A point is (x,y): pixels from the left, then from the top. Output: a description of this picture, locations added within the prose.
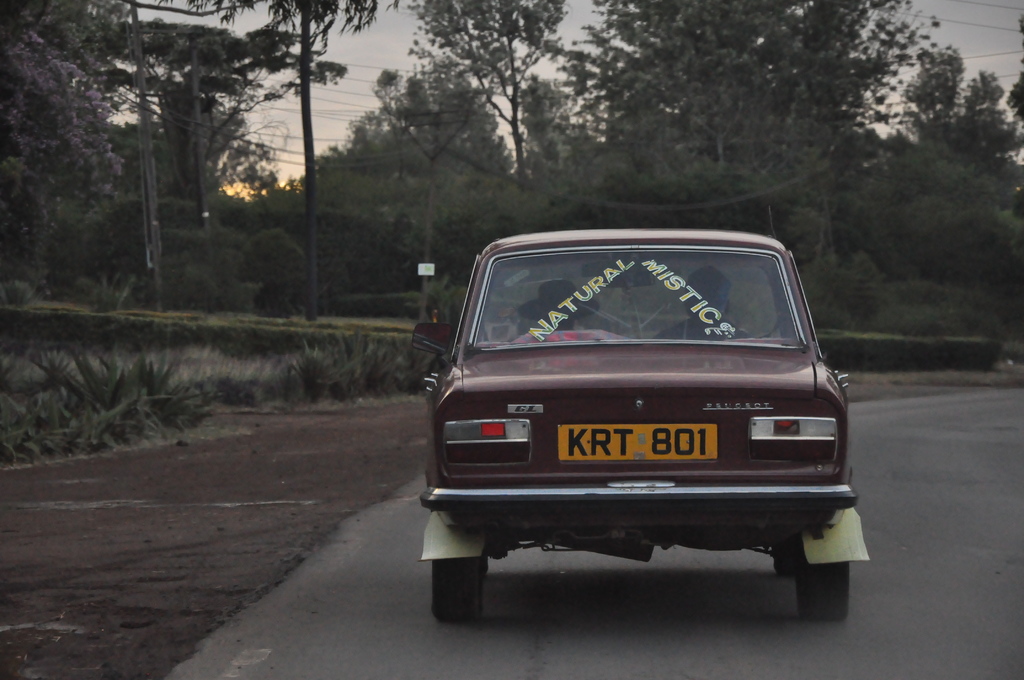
In the center of the image (500,348) we can see car (496,397) on the road (594,583). In the background (392,359) we can see trees (639,152), plants (4,406), wires (272,147) and sky (282,116).
